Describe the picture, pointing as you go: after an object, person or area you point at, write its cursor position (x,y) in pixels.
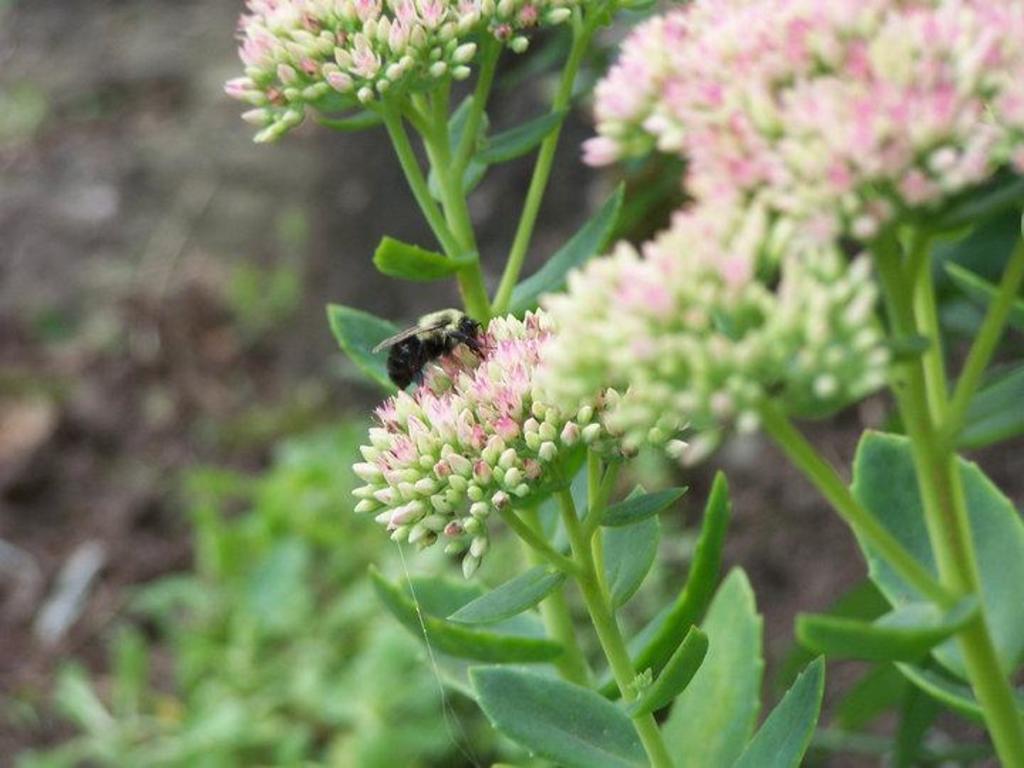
In this image I can see flowers (856,48), green colour leaves (550,288) and here I can see a black colour insect (477,323). I can also see this image is little bit blurry from background (95,10).
